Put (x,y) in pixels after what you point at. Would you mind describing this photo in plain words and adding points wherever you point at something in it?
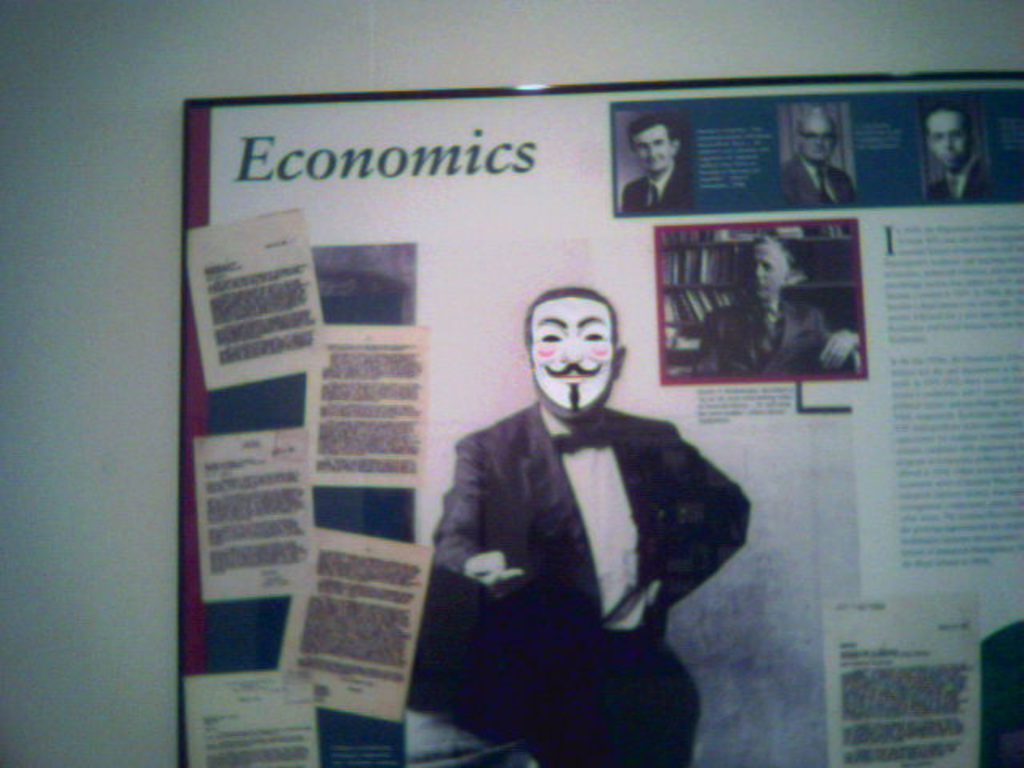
There is a board (403,165) on a wall (148,57). On the board (356,172) there are notices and some images (810,295) of persons (784,344). Also something is written on the board (482,182).
